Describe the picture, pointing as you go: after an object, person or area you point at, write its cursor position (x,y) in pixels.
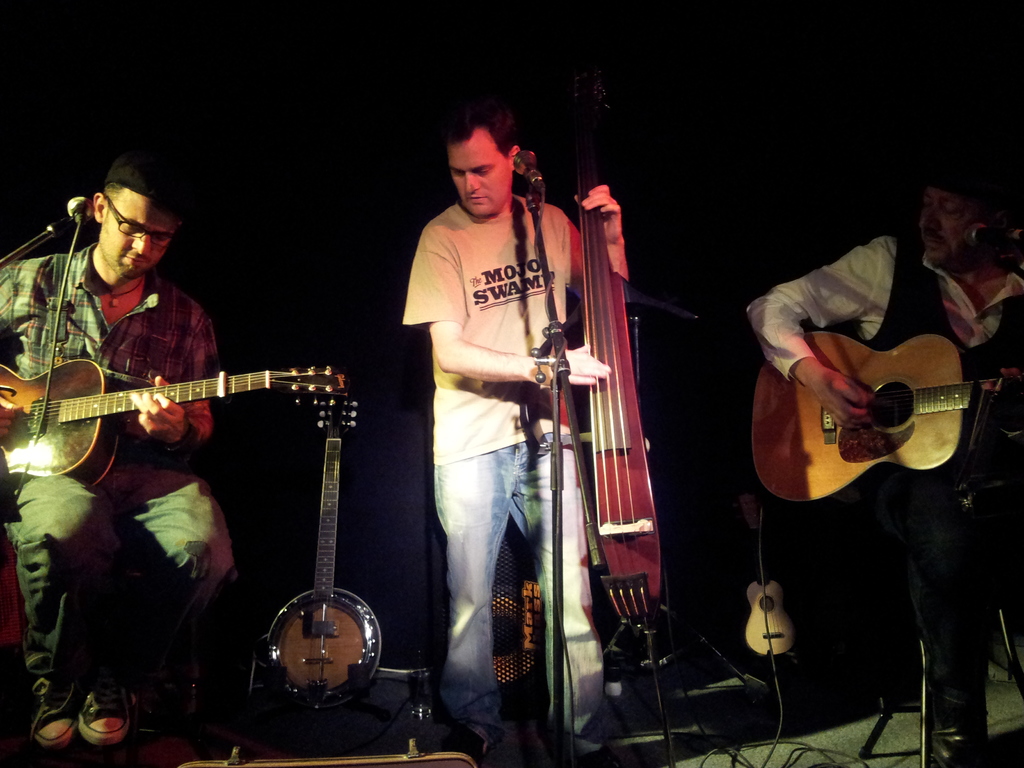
In the image there is a man (138,243) playing a guitar (144,392) and in the middle (566,474) there is another man (563,534) playing bass (615,496), on right side (990,268) there is another man (942,309) playing guitar (892,454) and there are several music instruments (759,581) in the background (340,627).
